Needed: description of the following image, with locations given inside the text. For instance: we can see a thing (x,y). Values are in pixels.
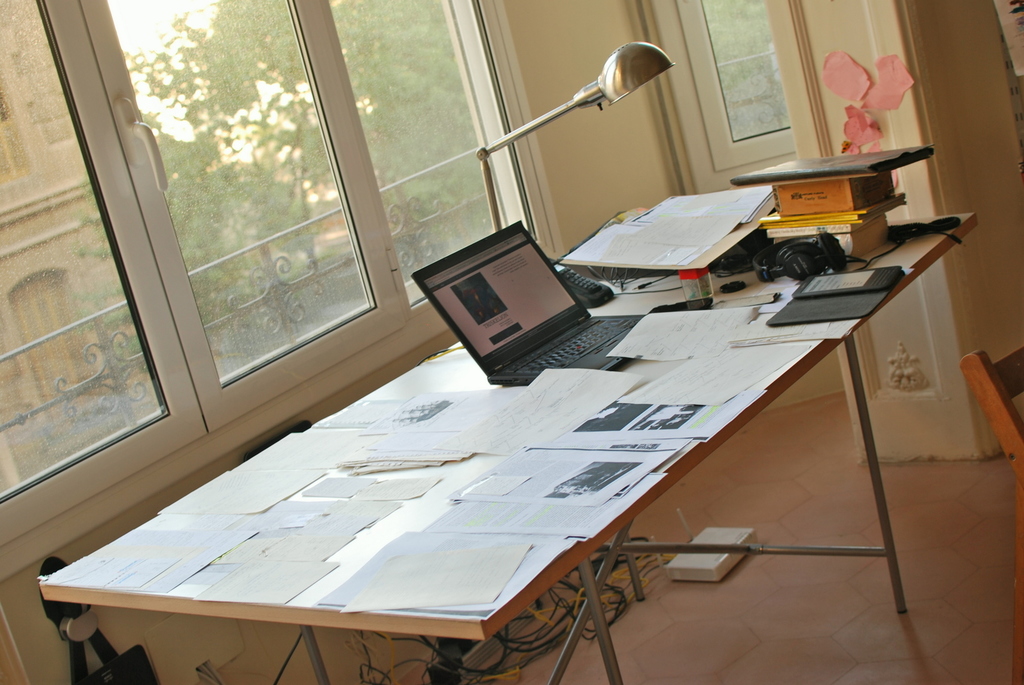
In this image we can see papers (478,434), laptop (503,327), table light (491,196), books (809,232), headsets (768,272) and mobile phone (812,289) on the table (796,365). In the background (148,267) we can see glass windows (233,227) through which we can see trees (352,73) and buildings (61,203).
